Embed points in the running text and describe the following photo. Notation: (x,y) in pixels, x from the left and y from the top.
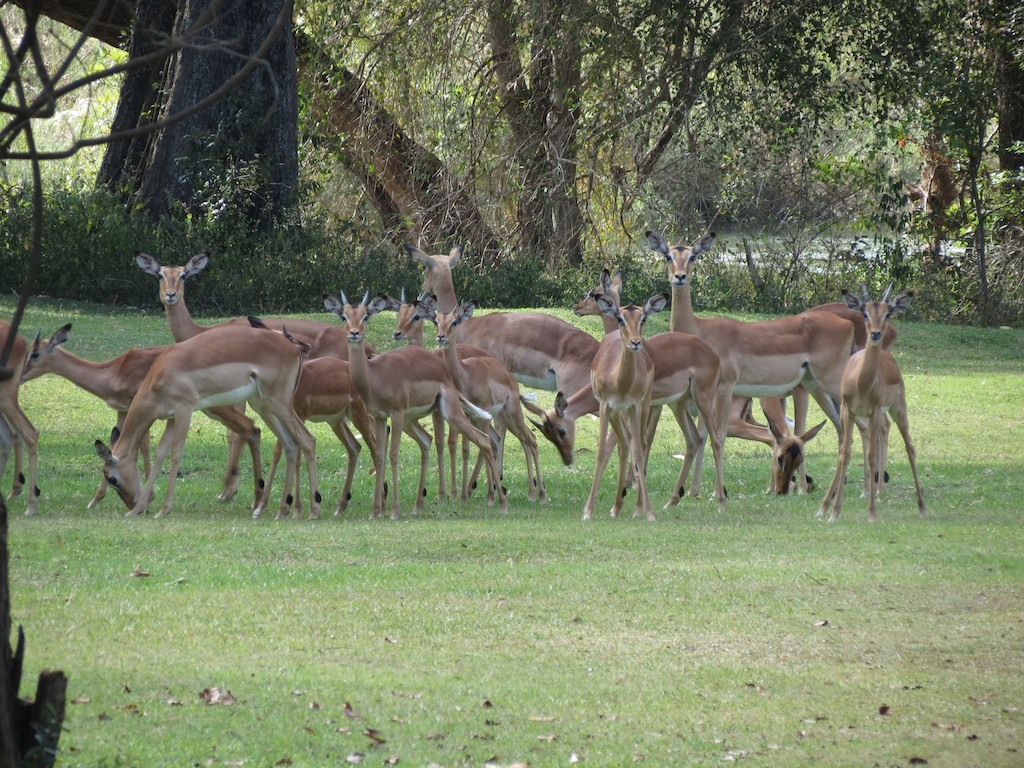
In this image we can see so many trees (362,176), plants (67,255), bushes (505,283), grass (136,730) and some leaves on the ground (569,524). So many animals (469,408) on the ground (956,377).
